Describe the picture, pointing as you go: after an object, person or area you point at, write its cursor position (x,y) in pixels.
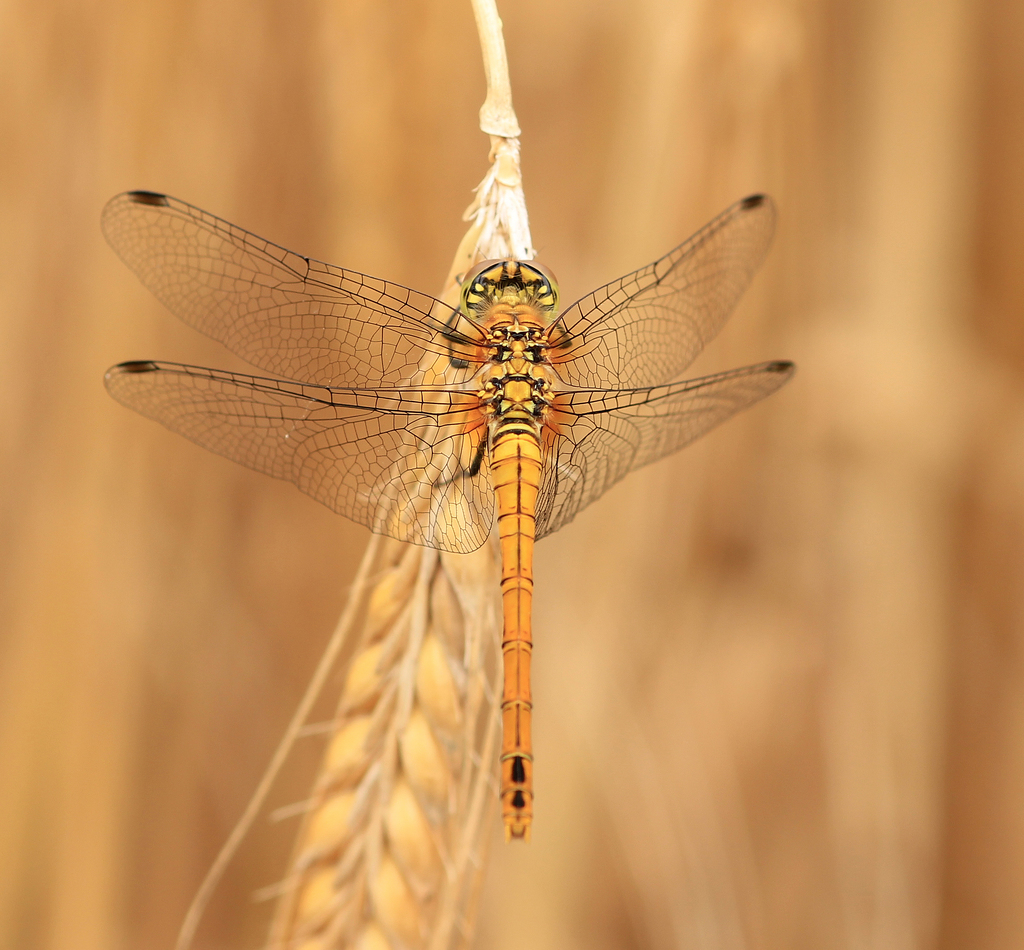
In this image we can see an insect (424,475) on the wheat plant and the background (275,128) is blurred.
